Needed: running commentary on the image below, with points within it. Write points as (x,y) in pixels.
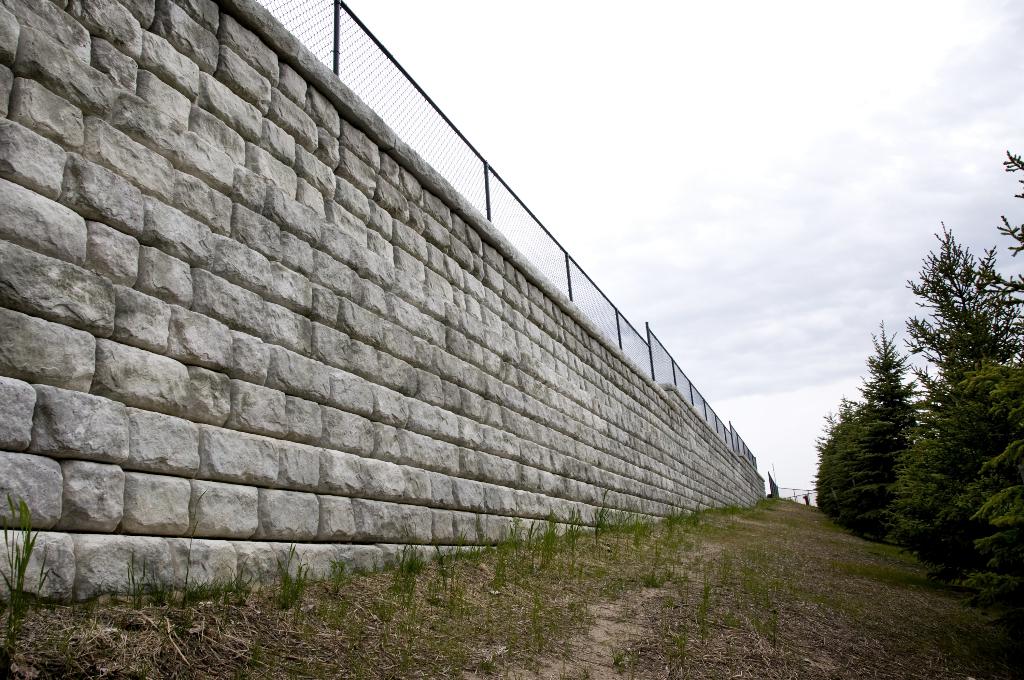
In this image we can see a wall (487,385) made with stones (527,338) and a fence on it. On the right side (825,461) we can see a group of trees (953,519), plants (641,533) and the sky (790,316) which looks cloudy.
